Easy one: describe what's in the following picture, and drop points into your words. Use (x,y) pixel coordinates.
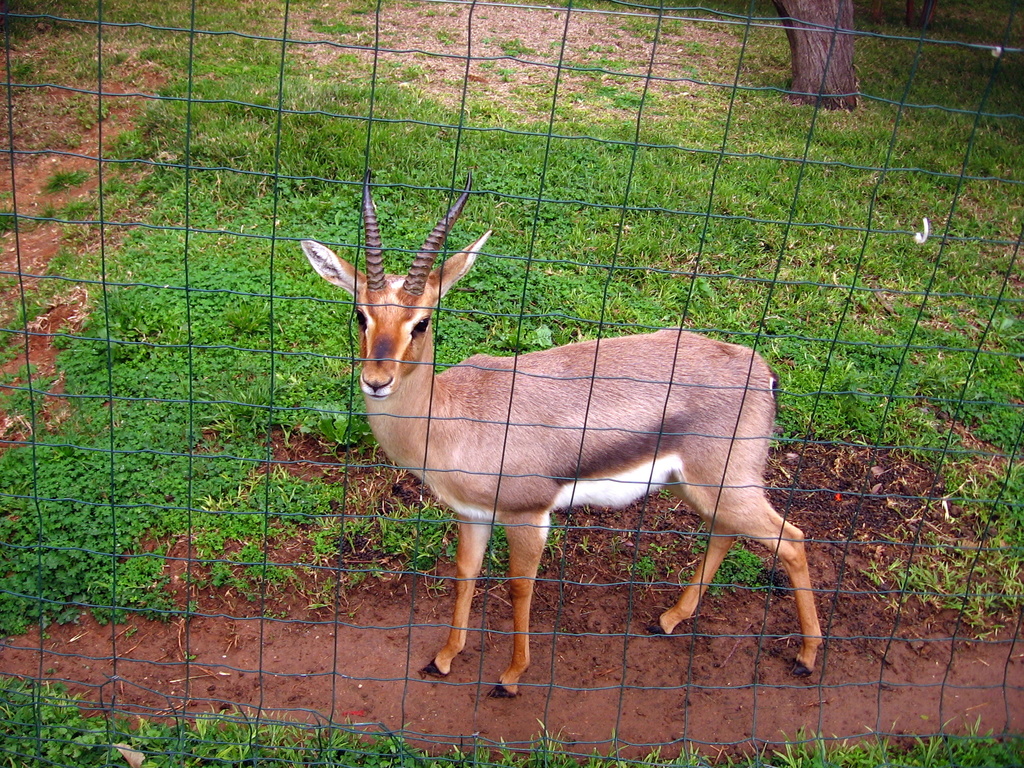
In the center of the image (573,430) a deer (644,396) is present. In the background of the image (591,264) we can see the grass (636,179), tree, ground (862,565) and fencing (146,502) are present.
